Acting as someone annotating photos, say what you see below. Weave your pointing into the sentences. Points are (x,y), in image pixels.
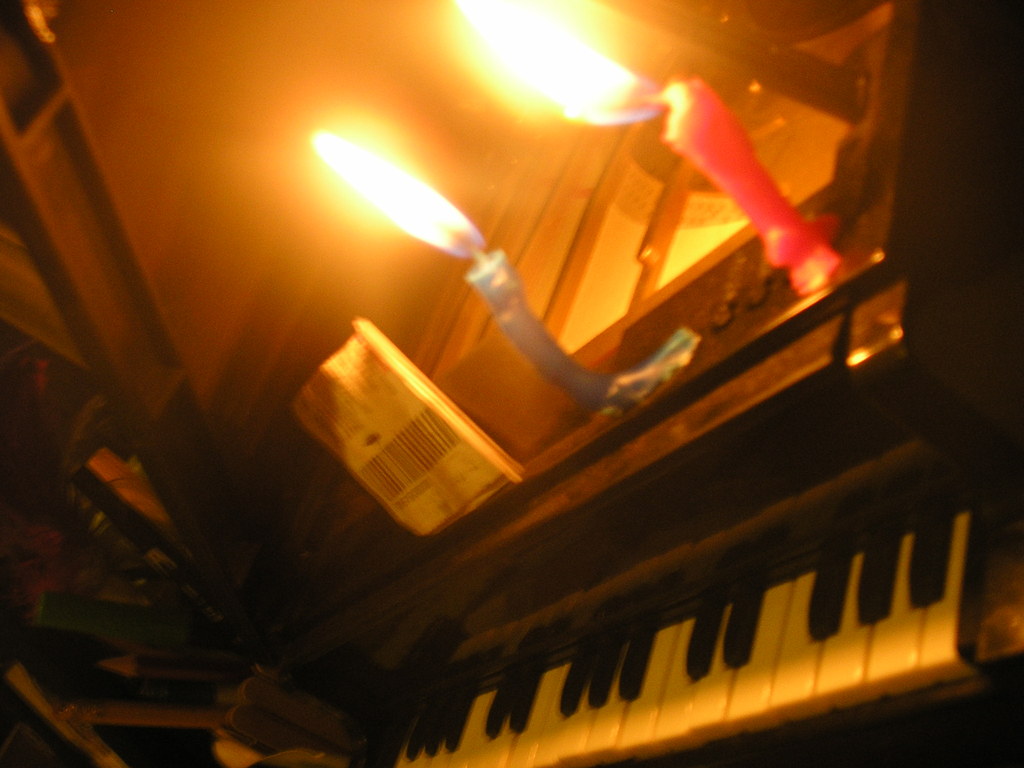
This is the picture of a piano (697,516) on which there are two candles (558,383) are placed.
